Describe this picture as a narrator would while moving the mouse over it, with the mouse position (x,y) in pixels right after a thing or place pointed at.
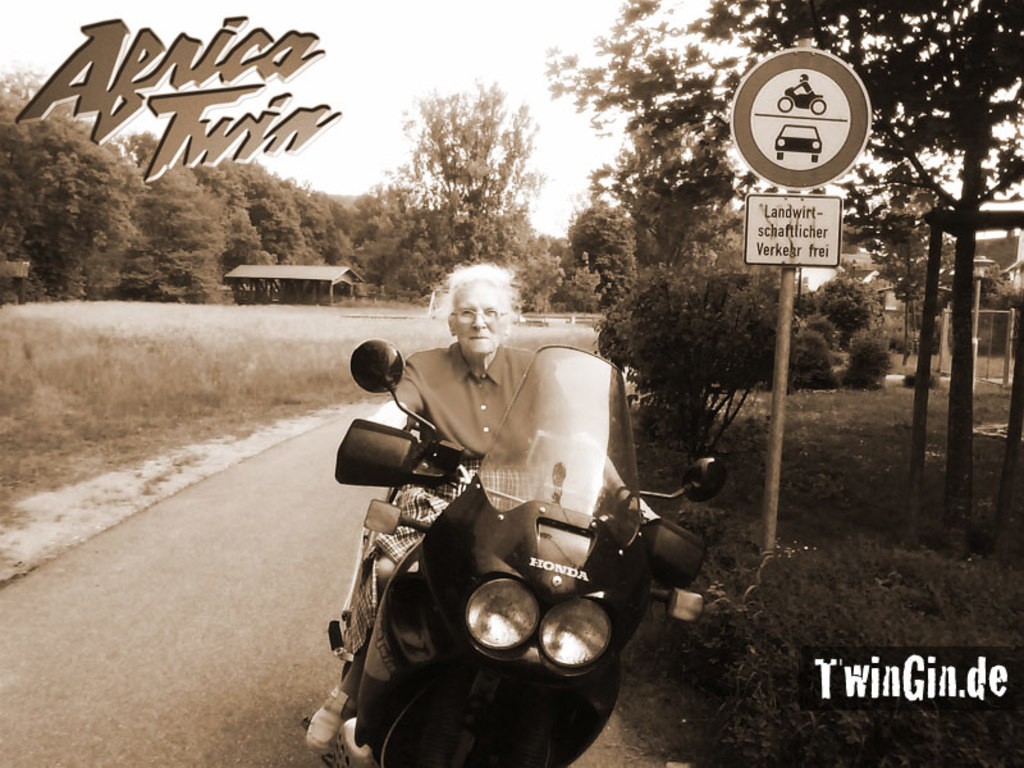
It is an edited image, there is a woman (472,429) riding a bike (490,606) and beside her there is a caution board (775,203) attached to a pole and around that there are lot of trees (570,292) and grass (835,531) and on the top left of the image (241,151) it is written as "Africa twin".
